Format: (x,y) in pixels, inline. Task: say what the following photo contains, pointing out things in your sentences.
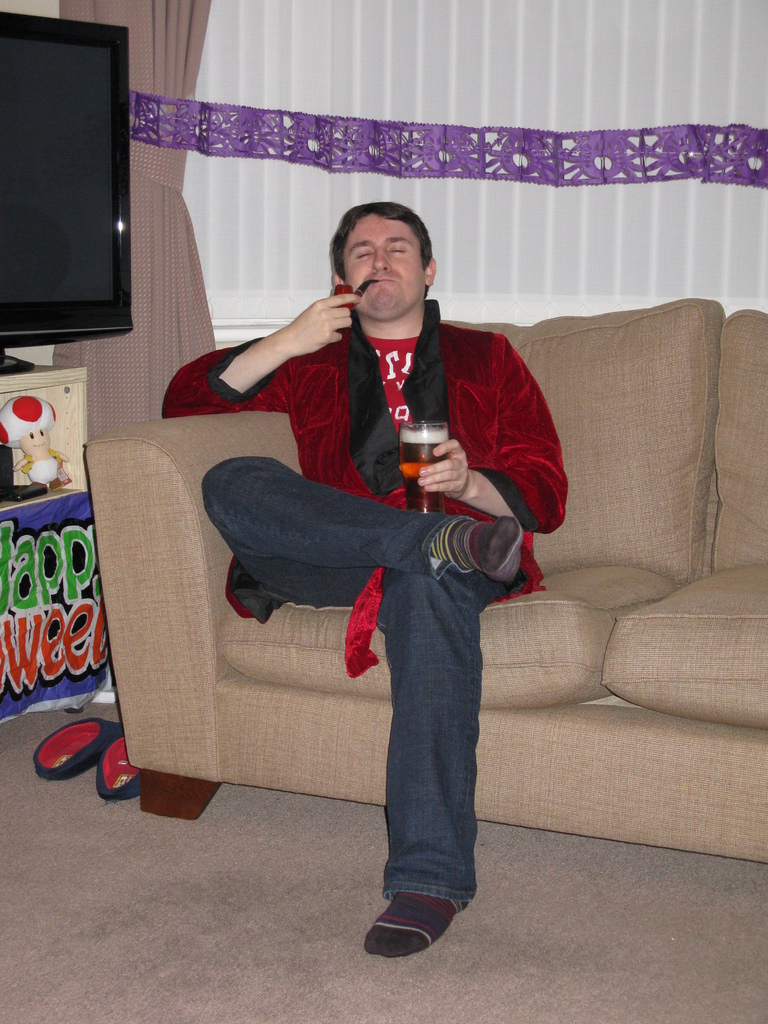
In this picture there is a person (412,252) sitting on the sofa (269,427), there is a glass (424,439) of beer (402,461) in his left hand (470,474) and he is holding the pipe (336,290) with his right hand (338,303), his eyes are closed and in the background (183,234) there is a curtain (582,208), on the left (35,89) is a television (107,303) and there's a doll (41,414) in the shelf (83,464) and a pair of shoes (116,745) beside the sofa (167,815).
